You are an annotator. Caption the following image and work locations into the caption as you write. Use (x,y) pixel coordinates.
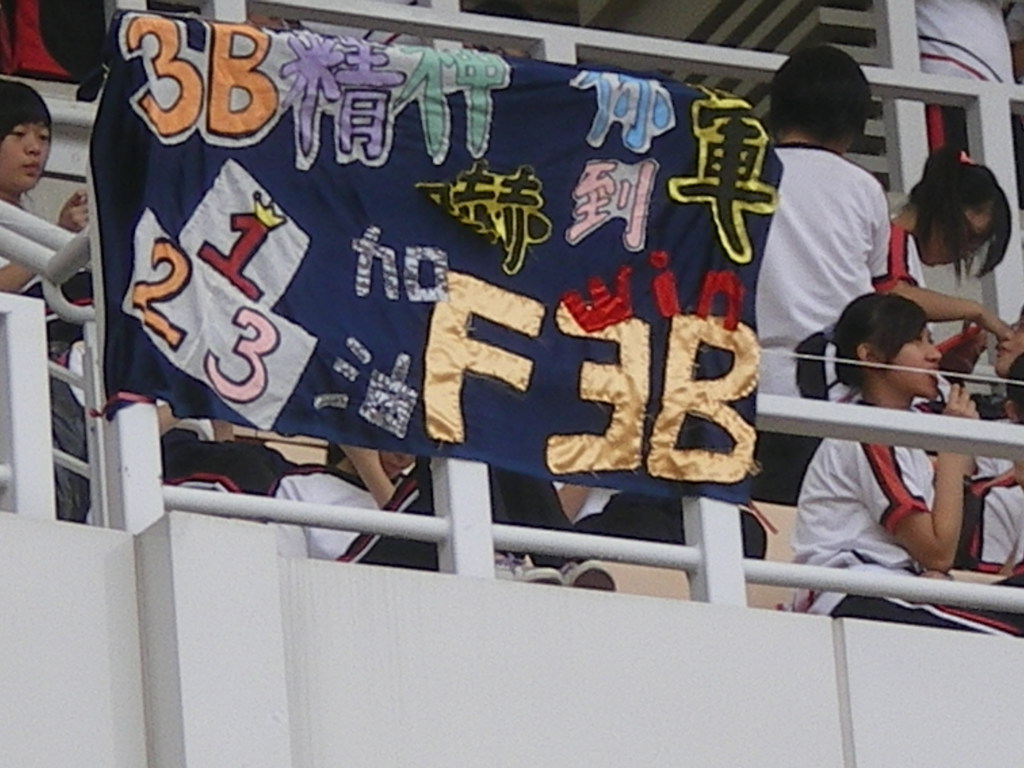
In this image, we can see a banner (418,311), rods (13,469), wall (520,607), a group of people (516,490). Few people (818,465) are sitting and standing.
